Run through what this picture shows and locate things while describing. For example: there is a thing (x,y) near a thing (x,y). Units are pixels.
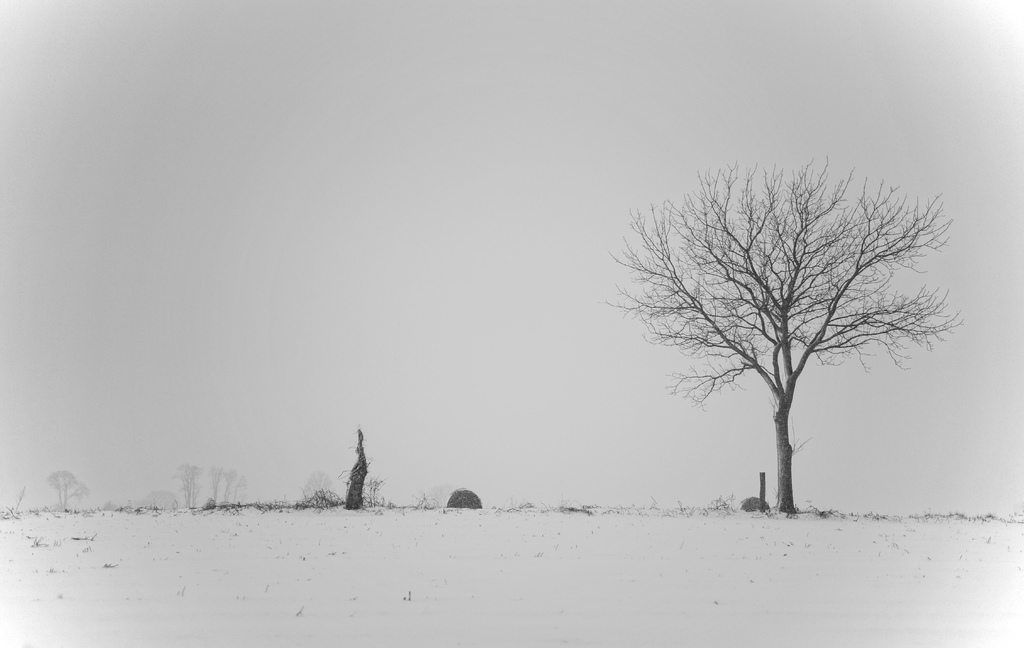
This is a black and white pic. In this image we can see bare trees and plants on the ground (45,598) and we can see the sky (555,192).
